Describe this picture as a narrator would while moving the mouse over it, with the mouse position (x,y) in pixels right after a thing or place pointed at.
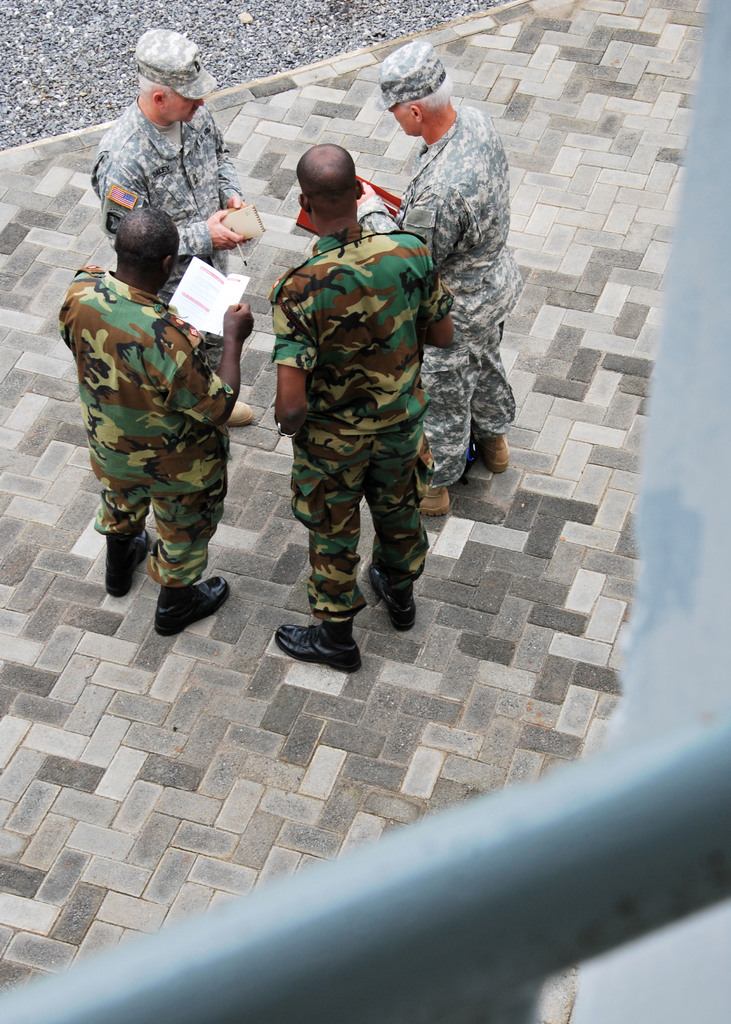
In this image I can see there are four persons (310,357) standing on the floor (144,605) and there are holding the papers (236,225) and pens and two of them are wearing caps (192,68) and at the bottom (415,830) I can see rod (502,839).
